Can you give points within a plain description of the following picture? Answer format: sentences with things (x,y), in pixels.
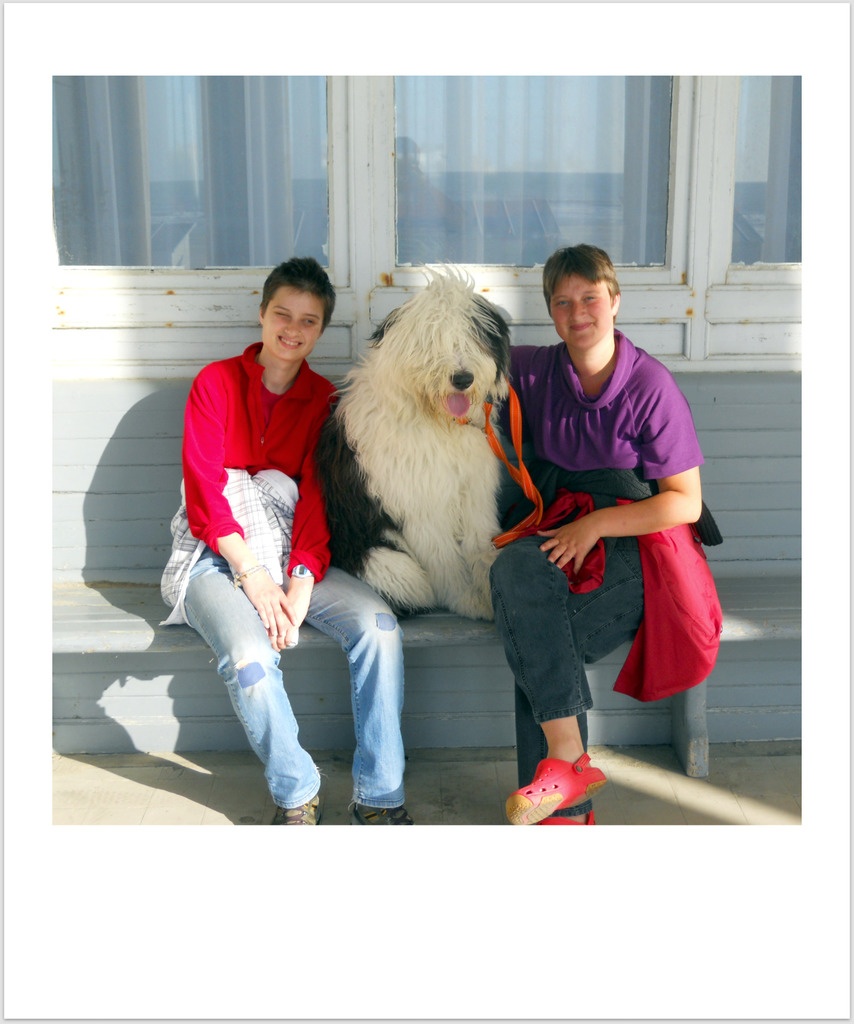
Here we can see a two woman (525,628) on the either side of a dog (507,364).
